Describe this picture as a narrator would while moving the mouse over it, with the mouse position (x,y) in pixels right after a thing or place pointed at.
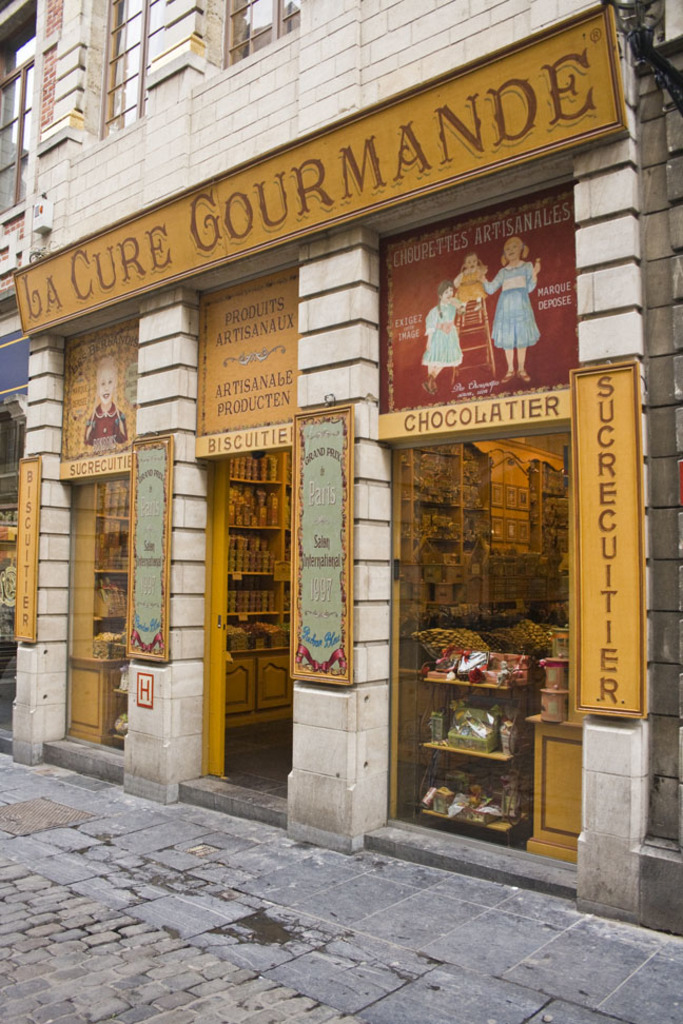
In this image, we can see a building (219,171), boards (247,239) and we can see some stores (242,629). At the bottom (162,903), there is floor (163,889).
